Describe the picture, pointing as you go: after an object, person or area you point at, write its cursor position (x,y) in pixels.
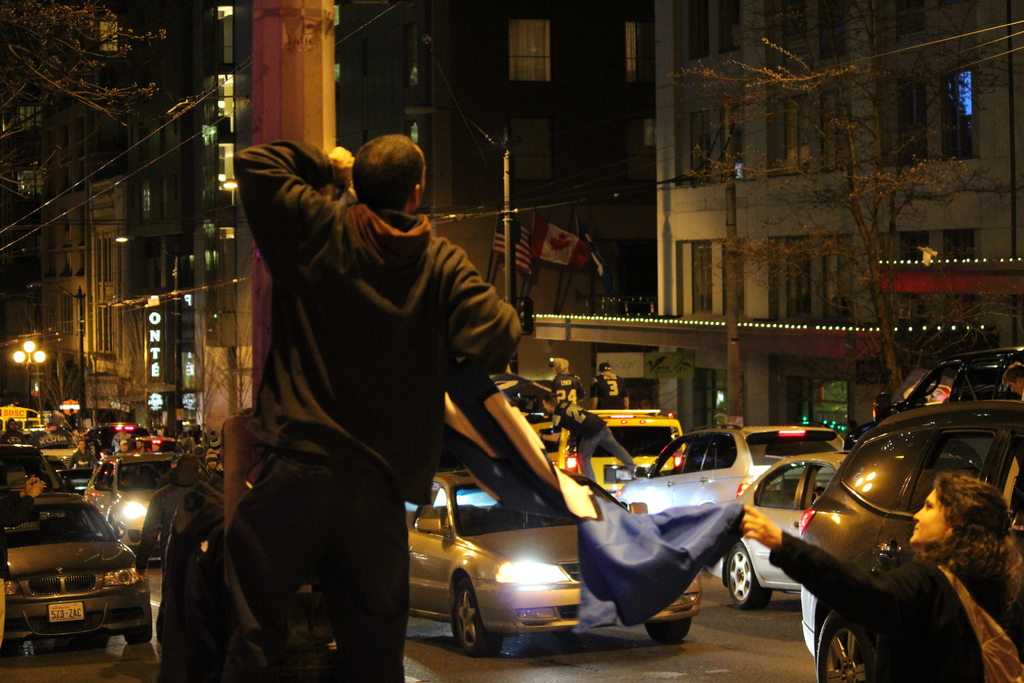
In this image there is a man (336,334) standing in the middle (373,344) by holding the pole (274,118). In front of him there is a road (773,601) on which there are so many vehicles (479,593). On the right side (750,211) there are buildings (589,110). This image is taken during the night time. The man (404,475) is holding the flag (503,455). There are poles (503,208) on the footpath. On the left side (38,55) top there is a tree (29,54).
